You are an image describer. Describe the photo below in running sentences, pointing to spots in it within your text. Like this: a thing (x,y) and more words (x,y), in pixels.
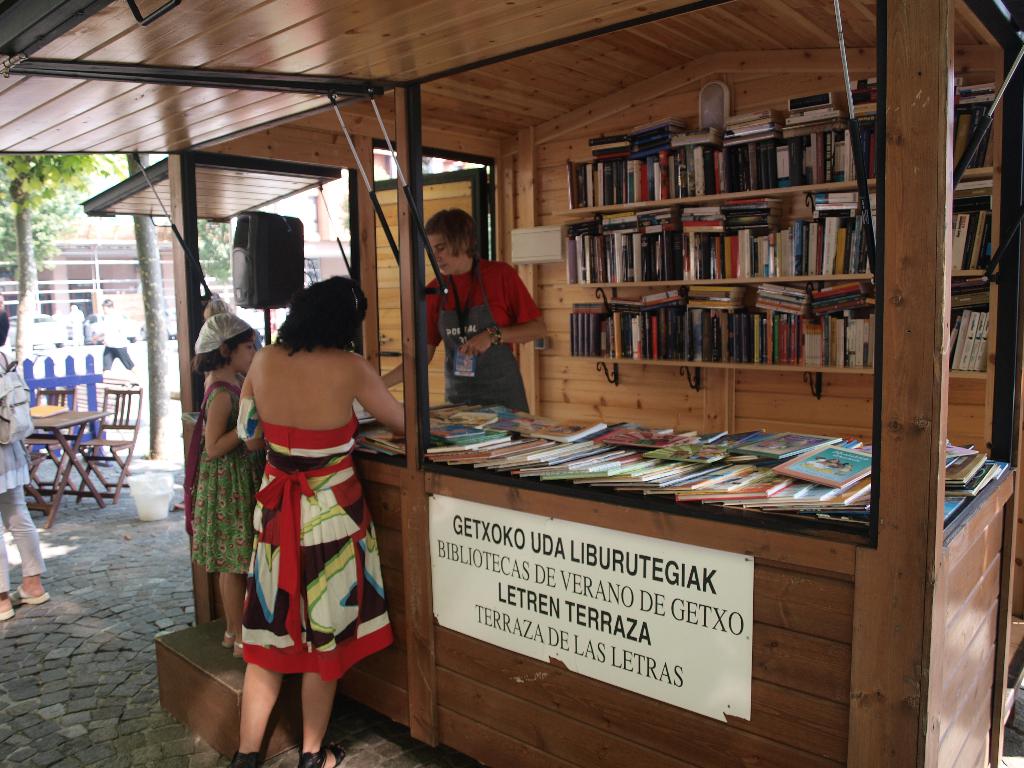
In the middle of the image (349,505) two persons (391,420) standing. Right side of the image (891,59) there is a store (655,266). Top left side of the image (76,142) there is a roof (287,58). Left side of the image (20,165) there is a tree (4,165) and building (106,279). Bottom left side of the image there a table (86,419), Surrounding the table (54,427) there are some chairs (113,407). Behind the chairs (43,391) there is a fencing (71,382).
